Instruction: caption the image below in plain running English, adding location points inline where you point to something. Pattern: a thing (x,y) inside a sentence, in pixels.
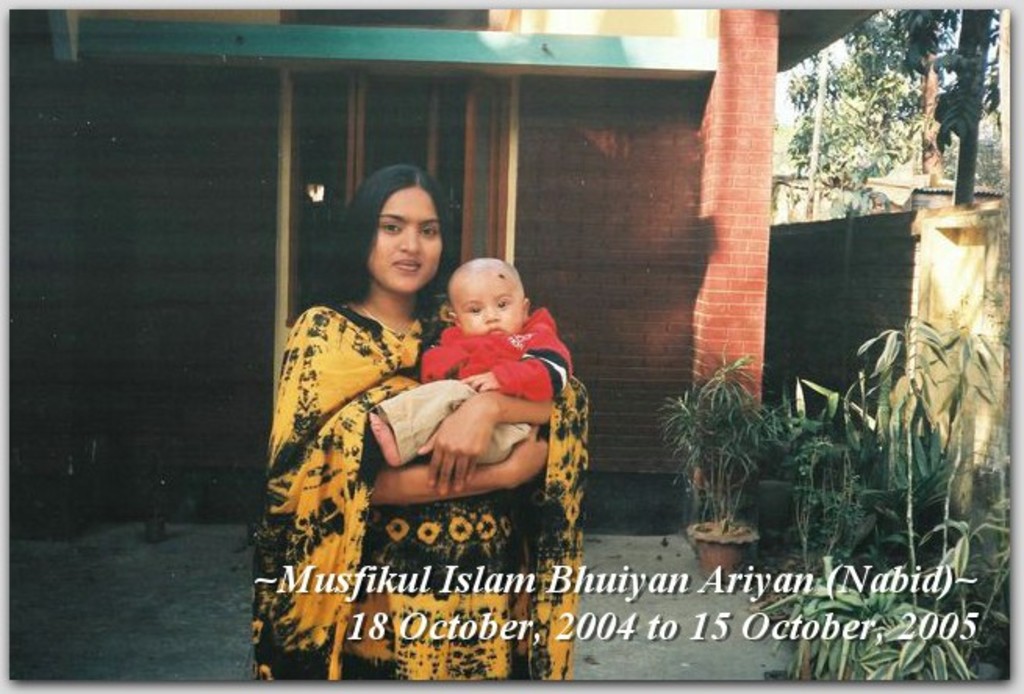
In this image I can see a woman (338,459) standing and carrying a baby (460,397) in her hands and giving pose the picture. In the background (396,149) there is a house (329,175). On the right side (864,510), I can see some plants (791,481), wall (792,341) and trees (942,81). At the bottom of this image (432,629) I can see some text (616,622).
